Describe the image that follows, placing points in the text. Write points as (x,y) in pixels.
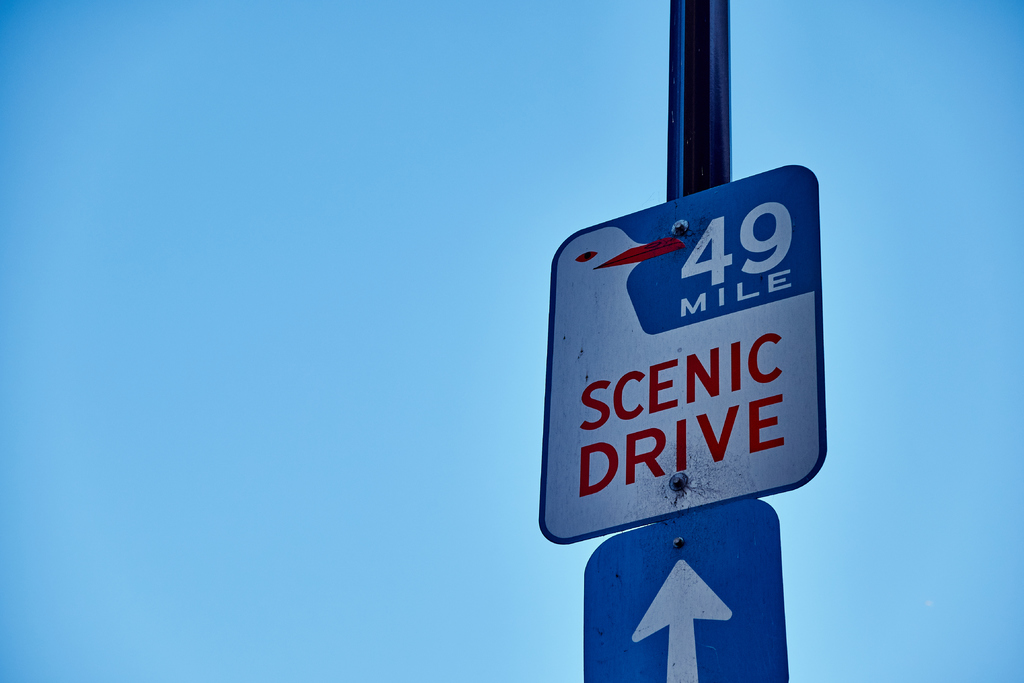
In this image in the front (673,273) there is a pole (701,188) and on the pole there is a board (680,437) with some text (695,355) and numbers (699,273) written on it.
